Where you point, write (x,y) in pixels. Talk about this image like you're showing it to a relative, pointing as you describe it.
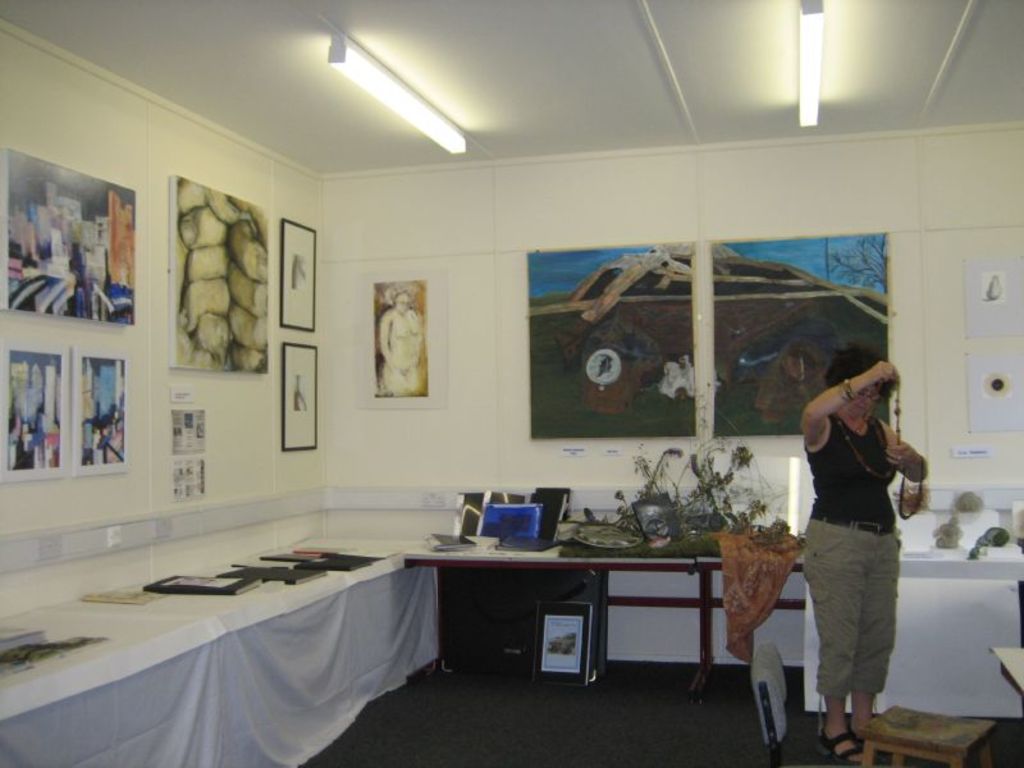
In this image we can see a woman (834,591) is standing. She is wearing black top (866,497) and grey pant (860,566). Behind her table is there. On table (129,629) so many different things (948,534) are arranged. We can see paintings (639,362) are attached to the white wall (446,253). At the top of the image (716,56), roof (991,44) is there and lights (813,82) are attached to the roof (743,79). At the right bottom of the image (921,739), one table (935,724) is present.
